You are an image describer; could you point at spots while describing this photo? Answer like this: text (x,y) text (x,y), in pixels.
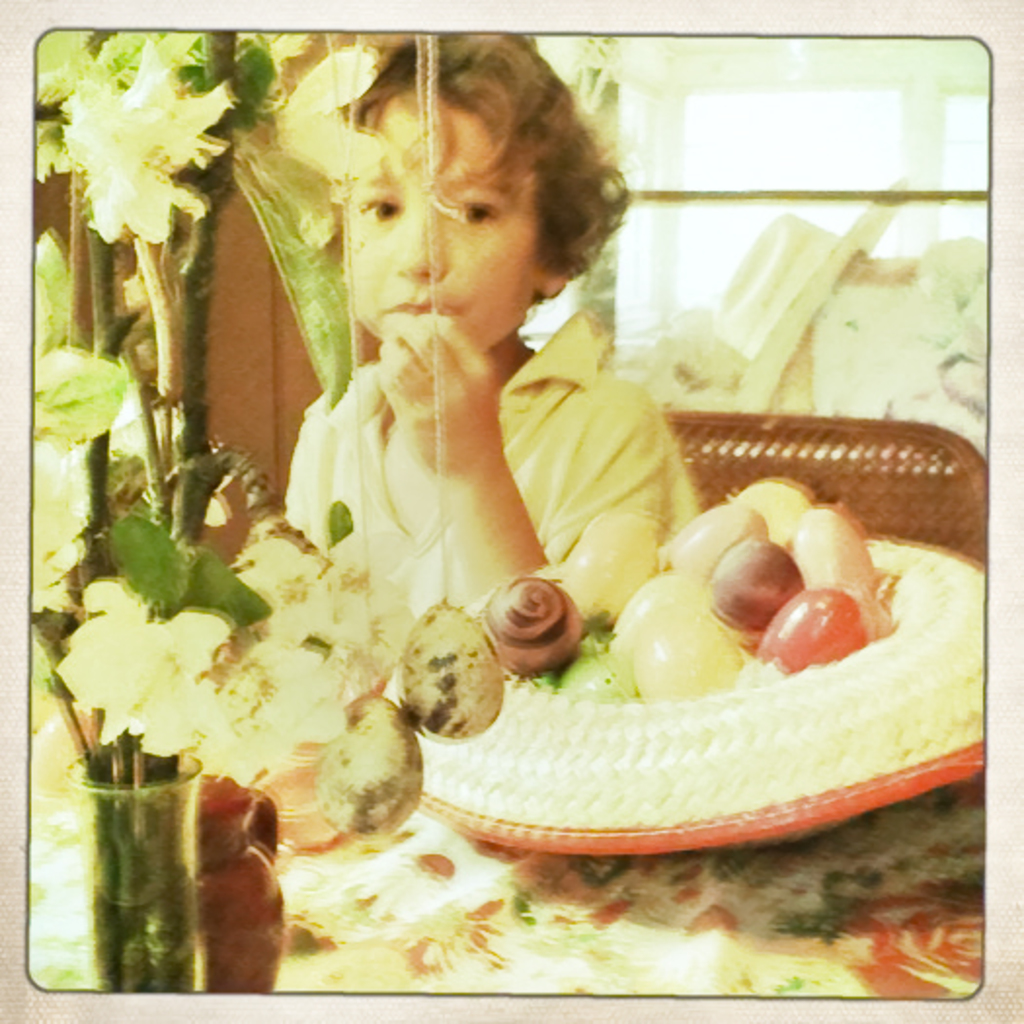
In this image we can see a photo (332,736). In the photo (508,827) we can see a boy (506,526). In front of the boy (329,507) we can see flowers (95,645), plants (111,789) and eggs (355,830). Behind the persons (620,495) we can see a chair (766,428), wooden object (813,310) and a hat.
